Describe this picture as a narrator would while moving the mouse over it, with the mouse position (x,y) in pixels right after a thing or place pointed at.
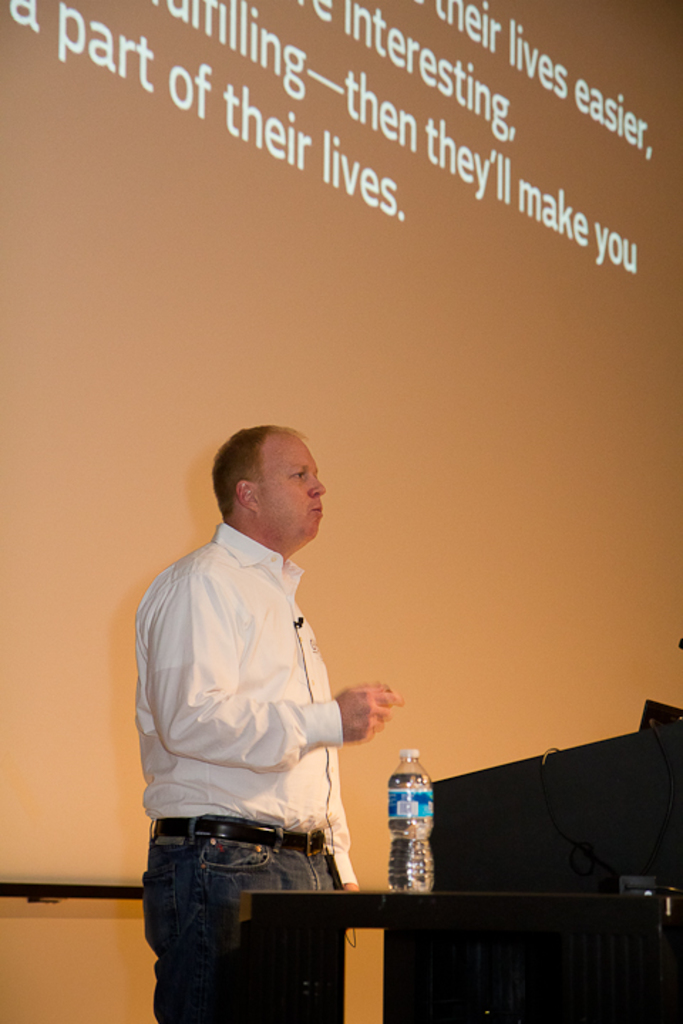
In this image there is a man (211,693) standing near the podium (546,795). Beside the podium (498,874) there is a table (434,895) on which there is a bottle (394,795). In the background (228,239) there is a screen (149,266).
